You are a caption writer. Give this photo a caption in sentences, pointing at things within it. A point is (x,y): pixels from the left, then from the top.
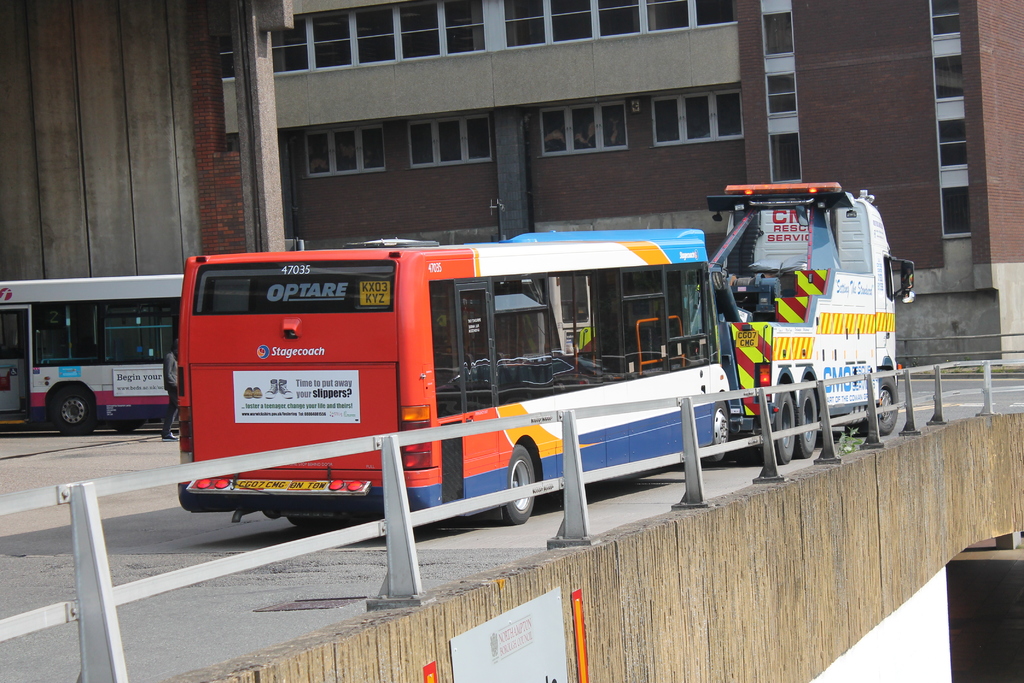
This image is taken outdoors. At the bottom of the image (737,567) there is a bridge (630,564) with a railing (533,496), a pillar (916,639) and a board (554,633) with a text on it. In the middle of the image (646,386) a few vehicles (797,212) are moving on the road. In the background (946,199) there is a building (474,112) with walls (113,133), windows (463,132) and doors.
